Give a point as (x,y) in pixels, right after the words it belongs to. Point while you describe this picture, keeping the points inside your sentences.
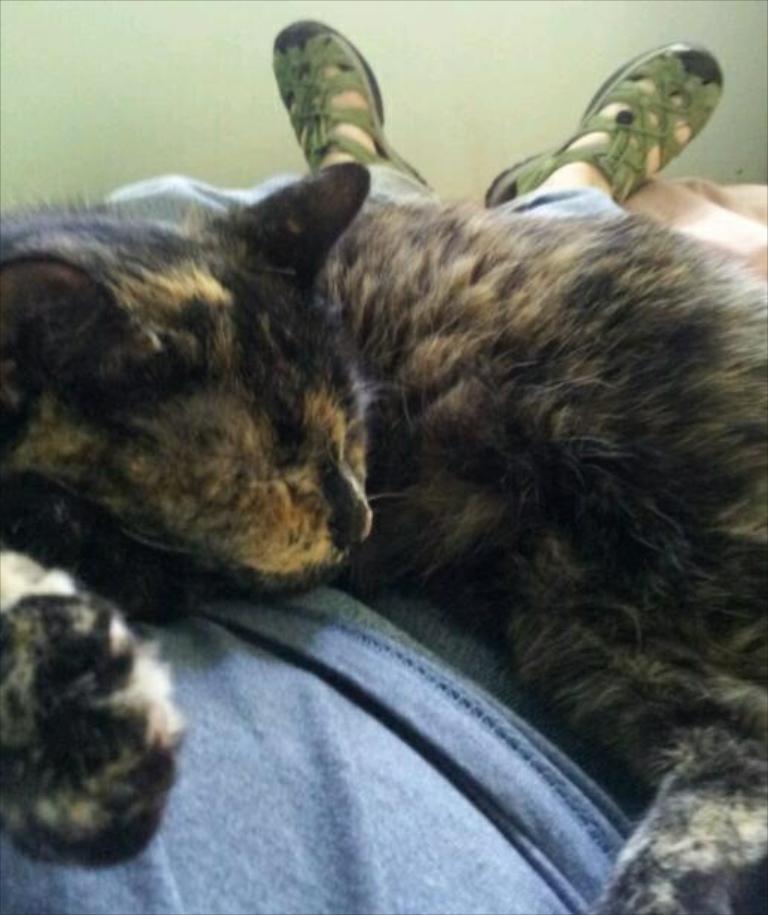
In this picture I can see there is a cat (444,543) and it is sleeping on the man (418,768) and he is also lying on the bed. There is a wall (507,110) in the backdrop (224,95).
